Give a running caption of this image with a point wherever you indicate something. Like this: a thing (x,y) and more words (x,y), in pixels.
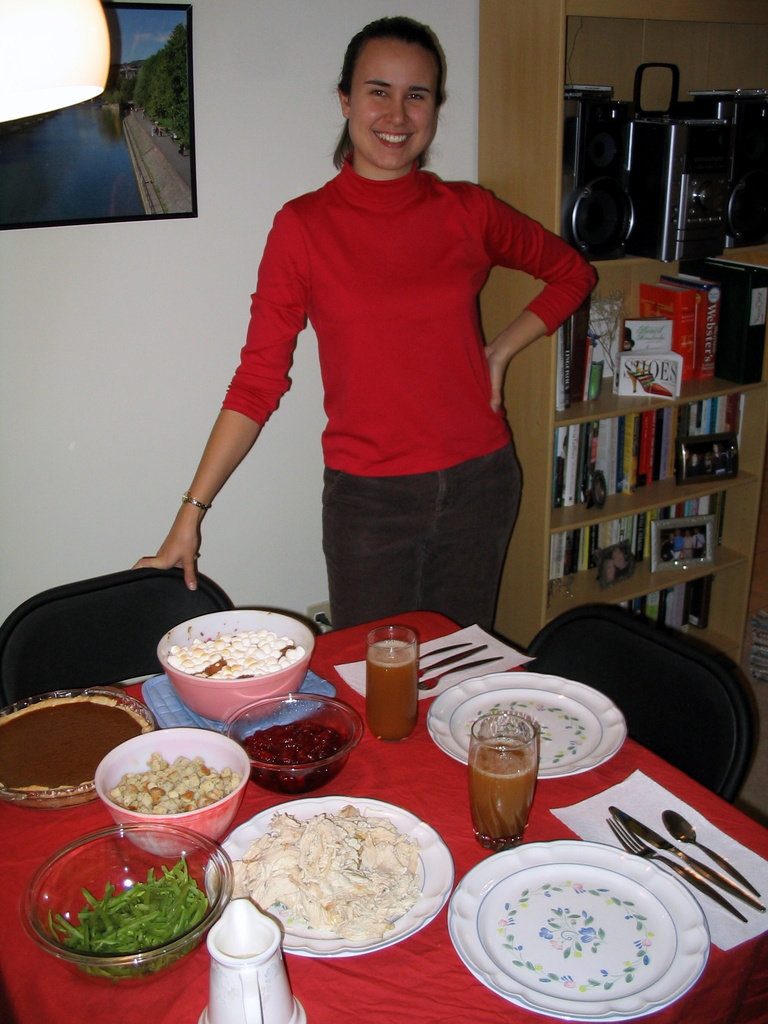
There is a woman (438,115) in red color t-shirt (485,213), smiling, standing and holding a black color chair (118,608) near a table (192,1016). On the table (478,848), there are plates (445,724), glass (503,784) filled with juices (391,663), there is spoon (684,841), knife (675,848) and a fork (640,848) on the white color paper (719,834), a jug (251,916), vegetable pieces (116,909) in a glass bowl (131,856) and other bowls (158,741) which are having food items (171,801). On the right side (698,727), there is a chair (640,616). In the background (140,95), there is a photo frame (181,53) on the white wall (239,126), there are books (687,358), speakers (745,172) and other objects (702,552) arranged on the shelves (577,53).
